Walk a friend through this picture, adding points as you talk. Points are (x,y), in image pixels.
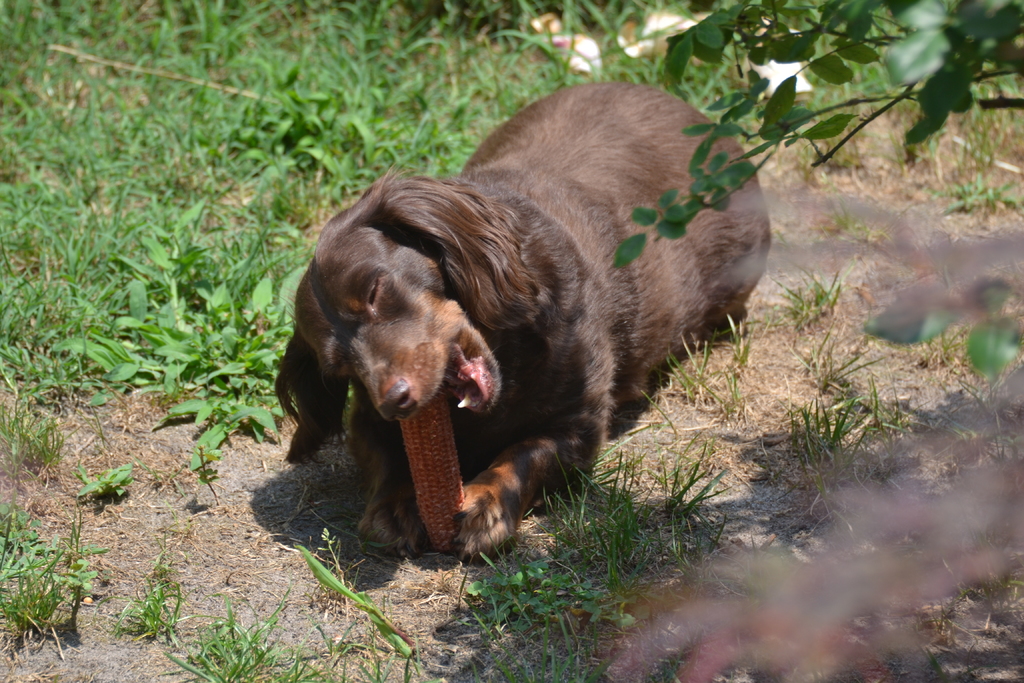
In this image we can see a dog (569,427) biting a corn cob (455,465). We can also see some grass (161,383) and the plants (154,352).
